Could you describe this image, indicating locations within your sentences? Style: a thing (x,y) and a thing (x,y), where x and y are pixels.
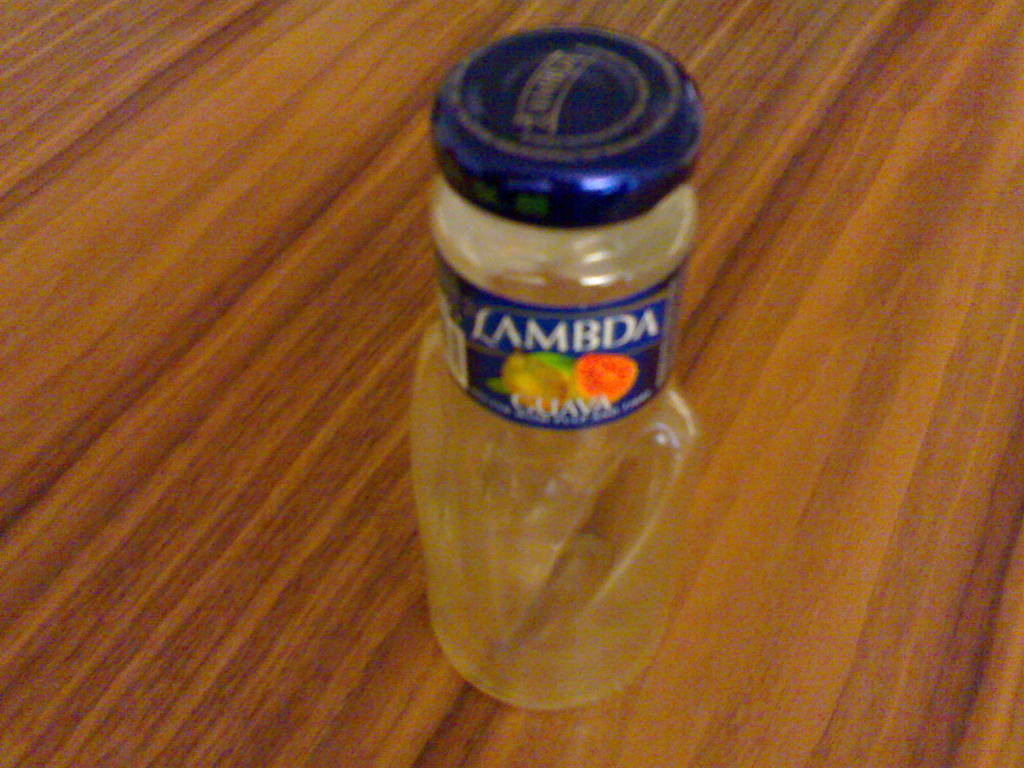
In this image, I can see a bottle (587,339) with a blue color closed lid (568,199). This is the label (565,335) attached to the bottle (653,393). I can see the bottle (650,513) placed on the wooden board (234,435).
